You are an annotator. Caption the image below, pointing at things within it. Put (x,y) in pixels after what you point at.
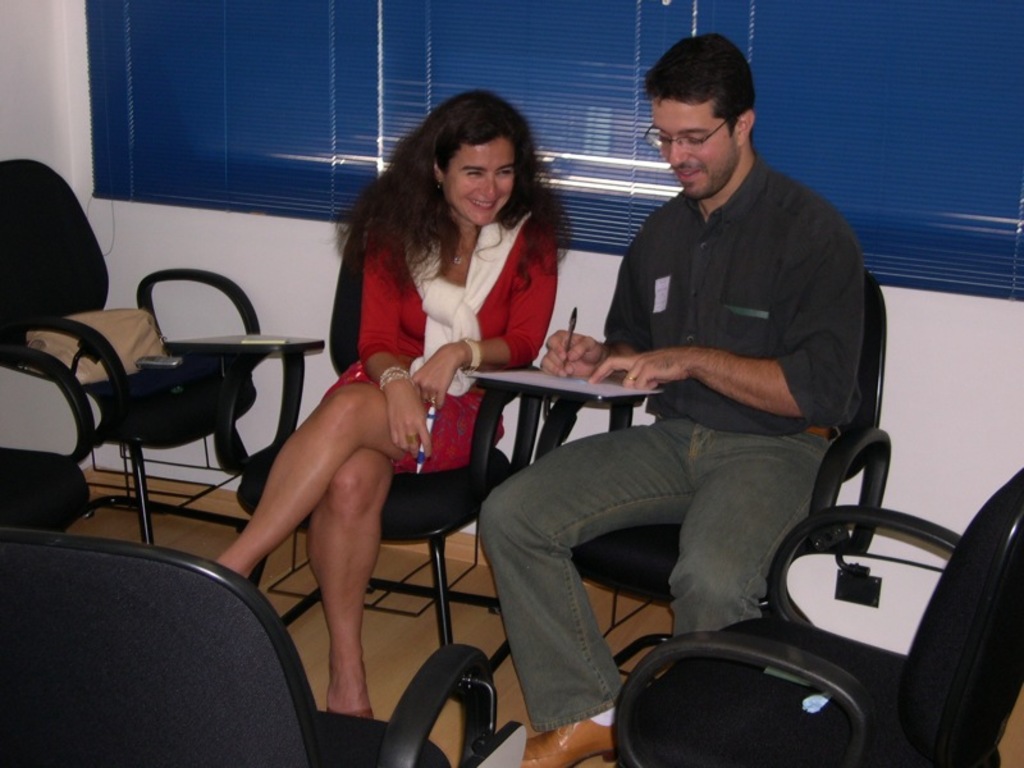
This picture is clicked inside a room (926,382). There are two people (698,386) sitting on chairs (869,345) and smiling. There are many chairs (77,634) in the room (105,632). The woman (454,468) is wearing a beautiful red dress (511,299) and a white scarf (455,314) and is holding pen (432,426) in her hand (446,355). The man (730,397) beside to her is holding a pen (566,350) and writing on a paper (530,378). There is handbag (123,336) placed on the chair (171,347). Behind them there is wall (278,247) and window blinds (280,101).
